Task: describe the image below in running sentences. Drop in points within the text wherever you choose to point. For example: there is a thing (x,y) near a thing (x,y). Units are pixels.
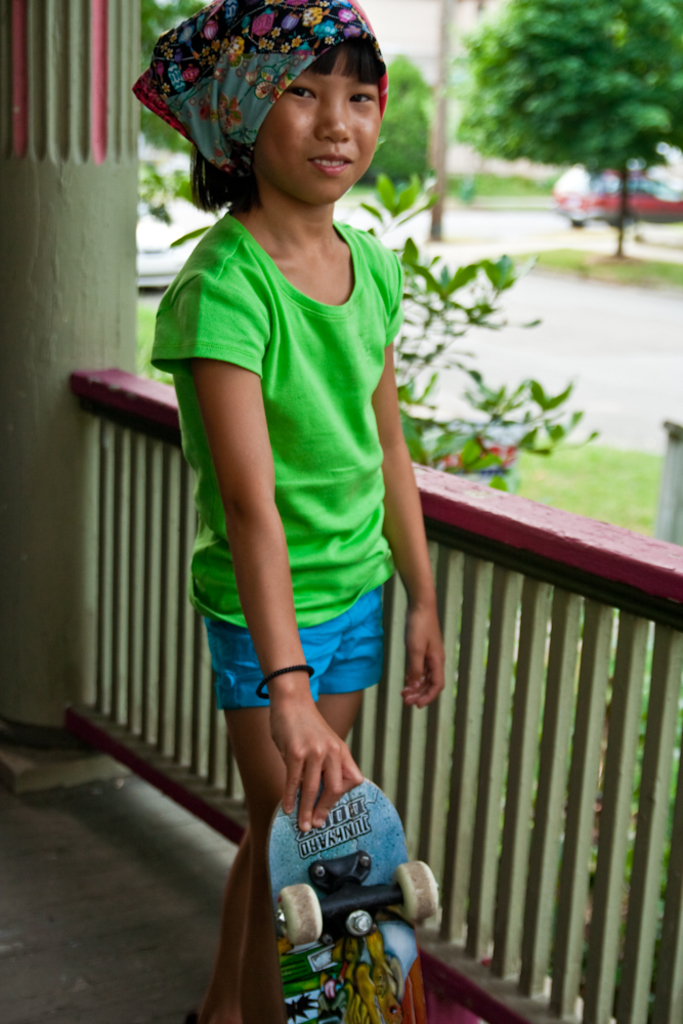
In this image a girl (349,473) holding a skating board (352,1012) visible in front of fence (187,477) there is a pillar (33,187) visible on the left side (120,201), there is a plant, pole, vehicle (618,206), tree (621,217).
